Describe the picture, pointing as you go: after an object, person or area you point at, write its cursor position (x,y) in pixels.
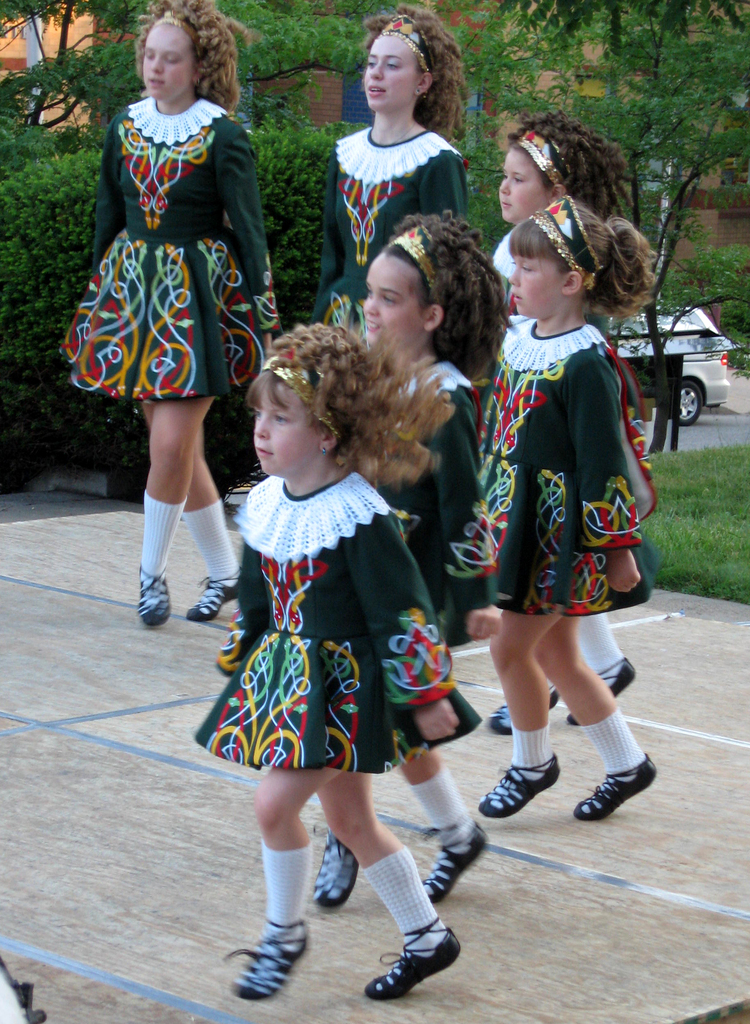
In the image I can see the girls (380,183) and looks like they are dancing on the floor (472,697). In the background (511,94), I can see the buildings (746,6), trees (710,73) and a car (694,403) on the road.
